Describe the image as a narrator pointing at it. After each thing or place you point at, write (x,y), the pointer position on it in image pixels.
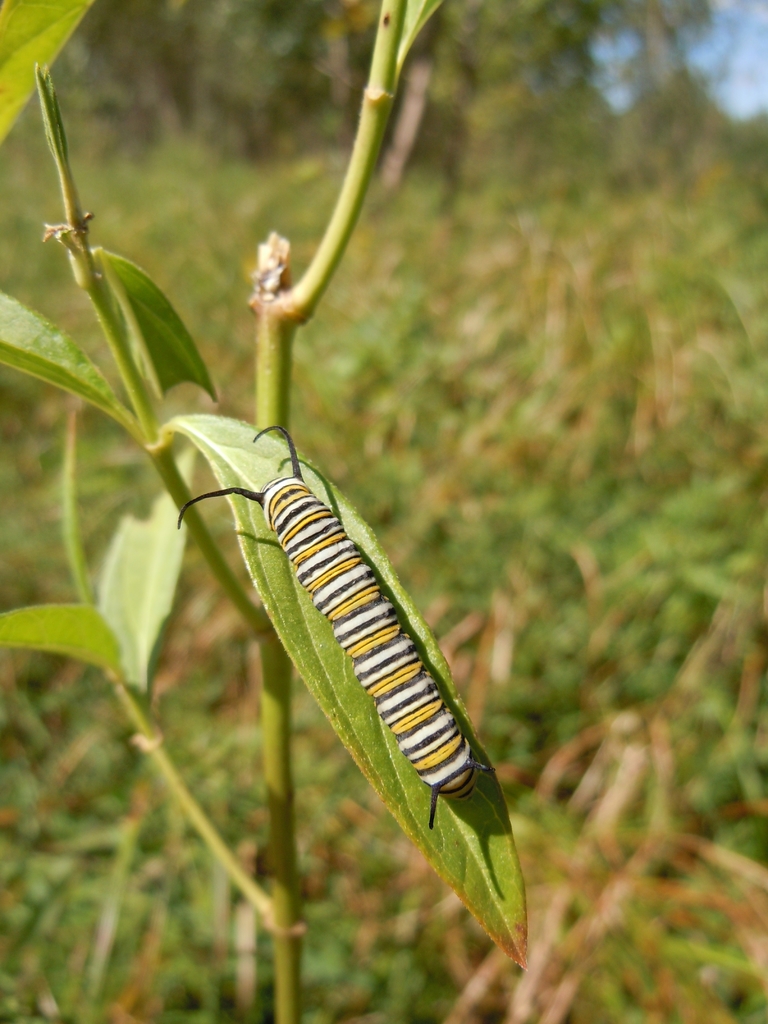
In this image we can see a caterpillar (312,542) on a leaf (402,766), and there is a plant (229,867), and there are some bushes (284,38).
